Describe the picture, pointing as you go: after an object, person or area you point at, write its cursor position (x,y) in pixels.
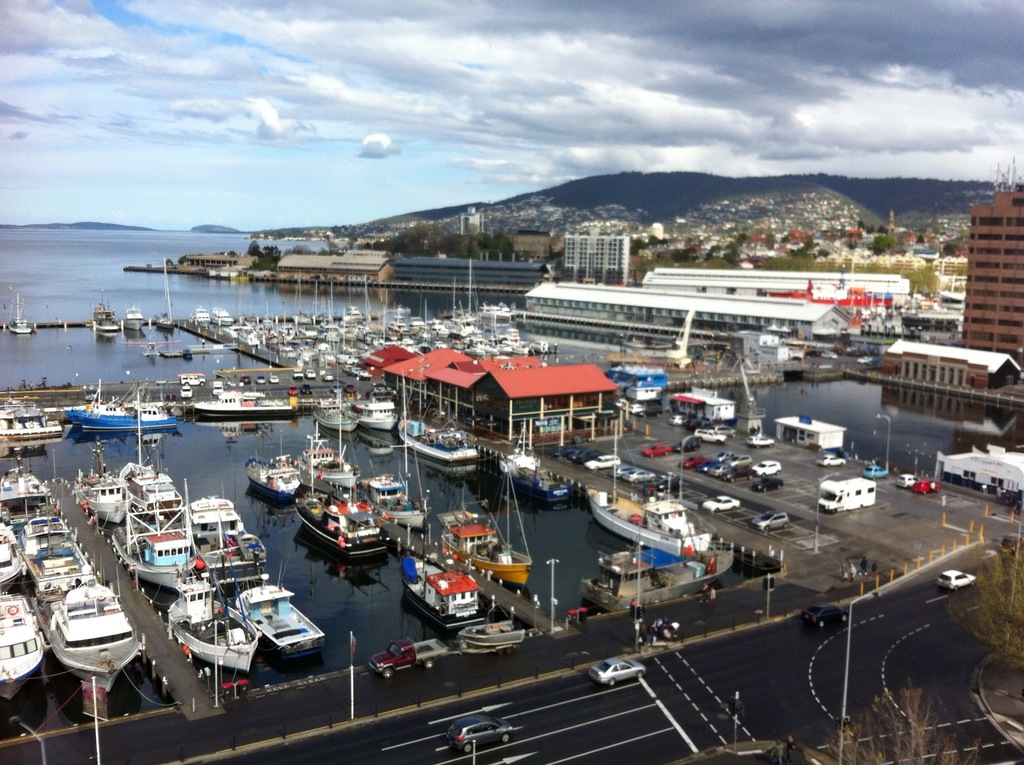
In this image I can see the road (661,695), few vehicles (950,576) on the road (700,659), few trees (1013,606), few poles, few buildings (540,387) and the water (116,285). On the surface of the water (124,346) I can see number of boats (242,523) and ships (227,541). In the background (641,210) I can see few mountains (626,209), few buildings (745,208), few trees (794,261) and the sky (288,89).
